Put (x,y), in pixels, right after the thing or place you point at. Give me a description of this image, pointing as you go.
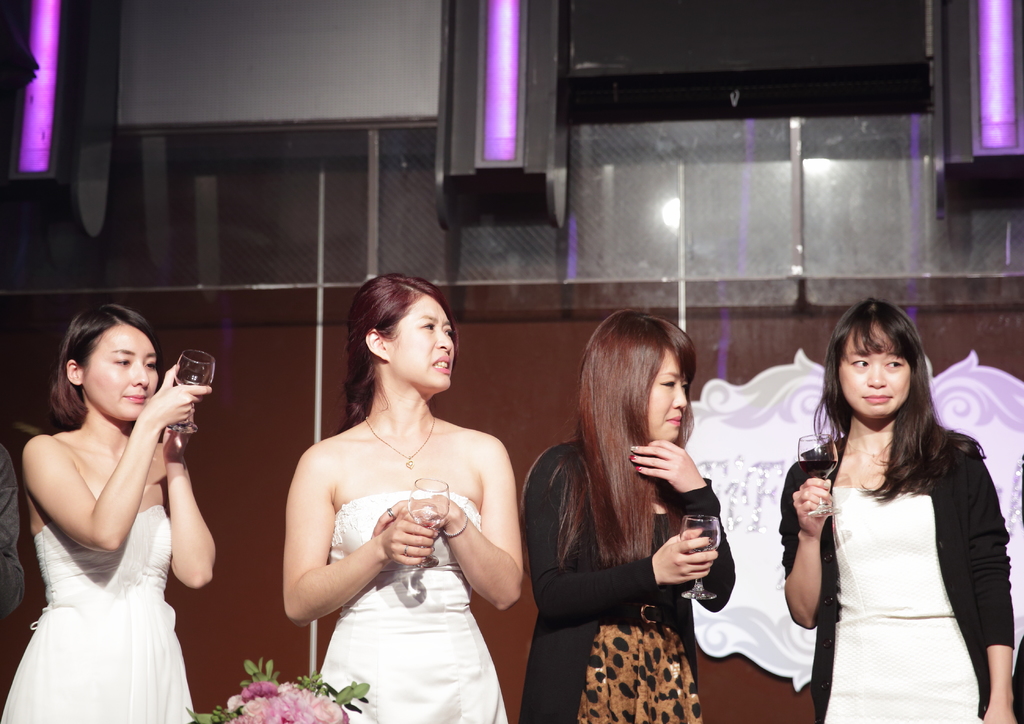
In this picture we can see four women (321,518) holding glasses (430,564) with their hands (383,526), standing and in front of them we can see flowers (236,697), leaves (345,698) and in the background (253,370) we can see the wall (525,332) and some objects (403,122).
